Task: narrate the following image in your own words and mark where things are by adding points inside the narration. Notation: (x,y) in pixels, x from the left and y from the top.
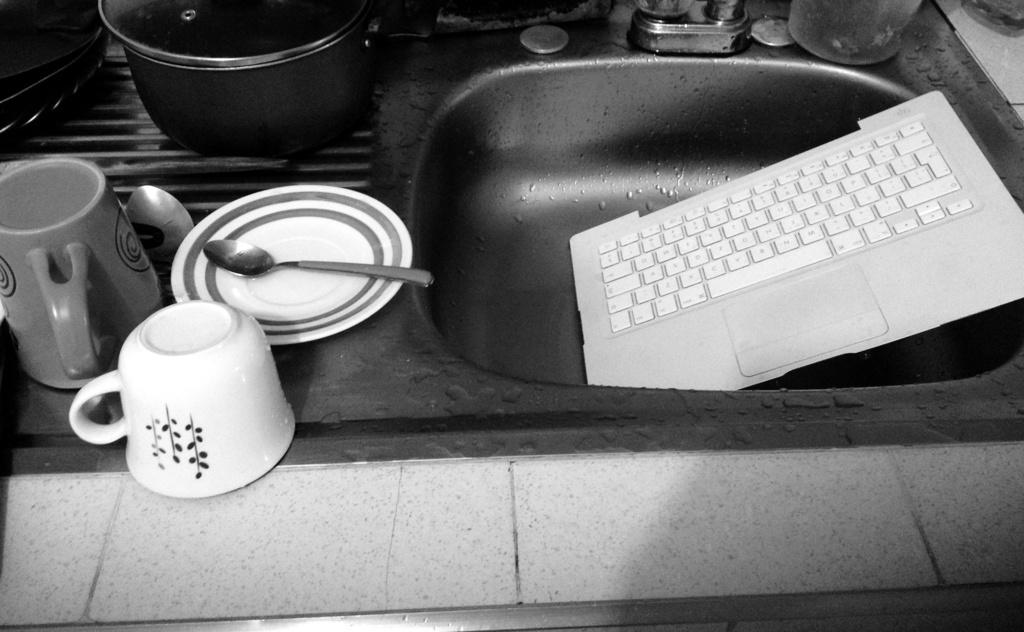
In this image I can see cups (138,413), plate (304,281), spoon (300,264), keyboard (661,242) in a sink (514,239). Back I can see few vessels (331,94). The image is in black and white.
